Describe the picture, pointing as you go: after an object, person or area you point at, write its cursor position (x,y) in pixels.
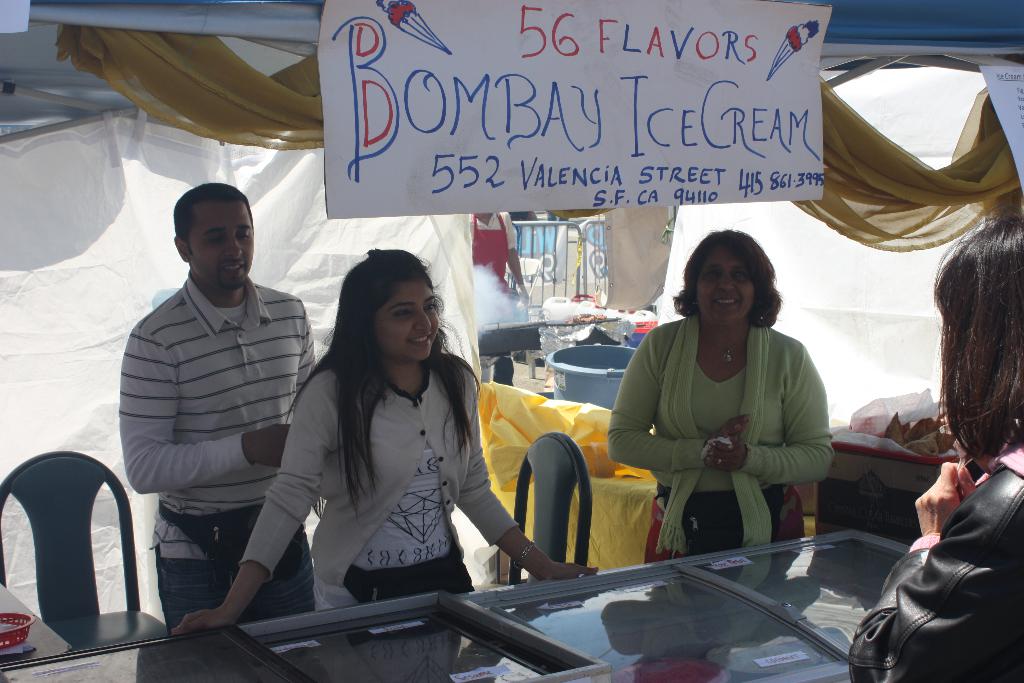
In this image in the center (405,431) there are three persons (266,431) standing and smiling, and on the right side (1010,404) there is another person (925,585). At the bottom (496,644) there is one glass box (589,610), in the box (671,636) there are some objects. In the background (637,512) there are some chairs (73,525), baskets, tables (577,408), tubs (599,363) and some other objects (604,329). And there is one person (499,256) standing and it seems that he is cooking something, and at the top of the image (490,113) there is one board (636,88). On the board (557,66) there is text (428,109) and in the center (451,305) there are some curtains (370,226), on the right side (862,473) there are some boxes (866,491) and some plastic covers (861,435).
